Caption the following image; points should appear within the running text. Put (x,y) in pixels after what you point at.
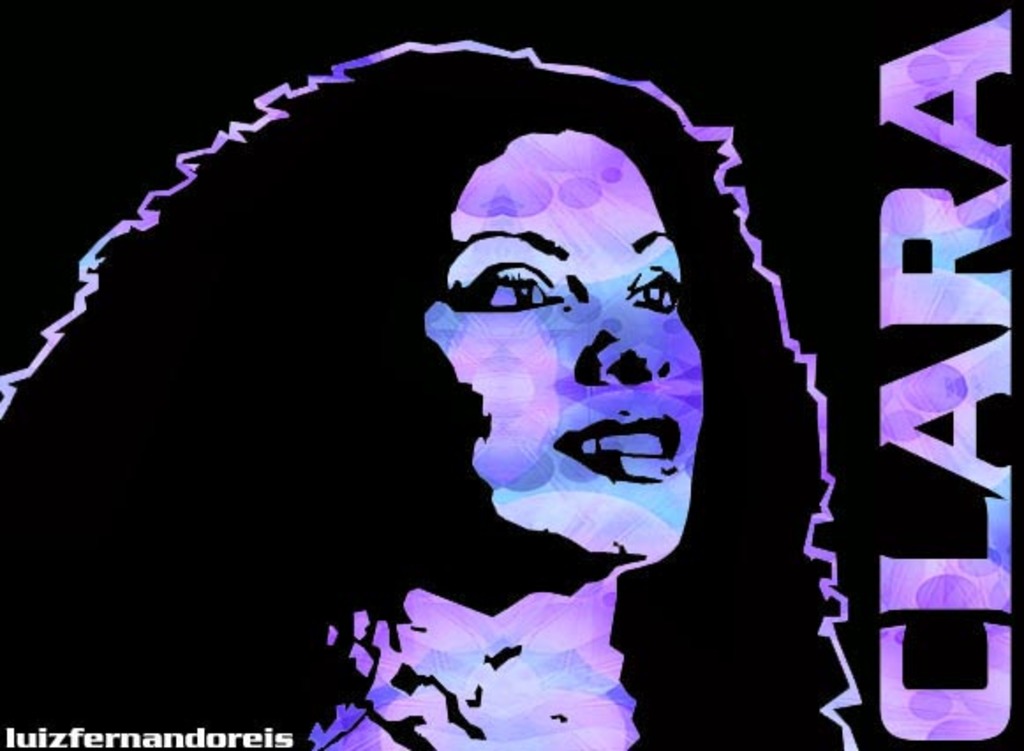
In the picture we can see an animated painting of a woman (658,612) and beside it, we can see a name CLARA (978,716).
